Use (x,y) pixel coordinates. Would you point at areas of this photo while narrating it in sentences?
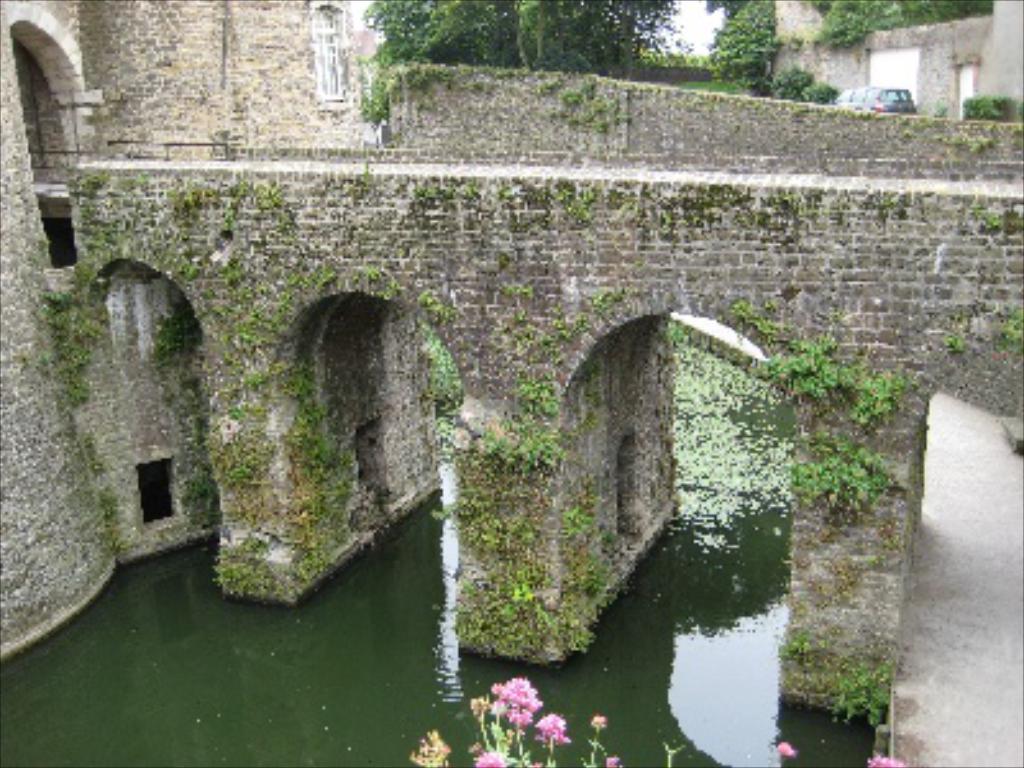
In the center of the image (653,260) we can see a bridge (510,361). At the bottom (962,629) there is a road (924,744), flowers (542,734) and water (236,679). At the top right corner (872,119) we can see a car (896,107) and a wall (943,94). On the left side of the image (276,78) there is a building (251,65).
